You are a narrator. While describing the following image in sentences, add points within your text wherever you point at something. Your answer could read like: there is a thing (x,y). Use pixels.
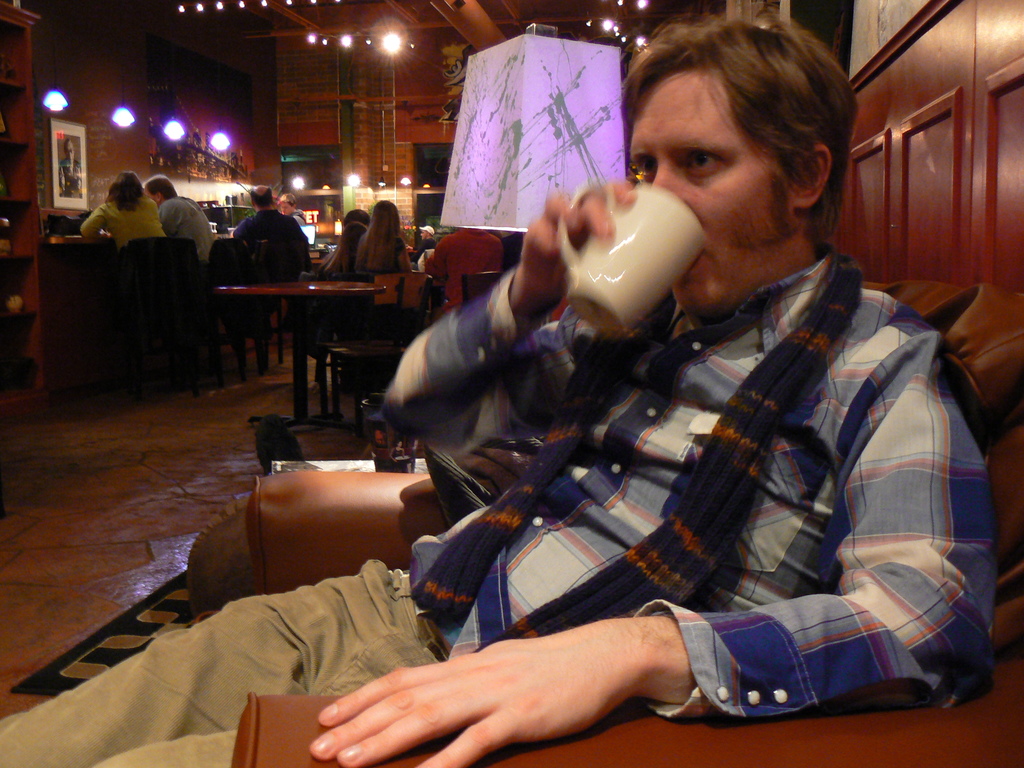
In this picture there is a boy (783,194) who is sitting on the right side of the image (923,761), on a sofa (732,721) and there are tables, chairs (260,253), and other people (359,253) in the background area of the image (376,231).
